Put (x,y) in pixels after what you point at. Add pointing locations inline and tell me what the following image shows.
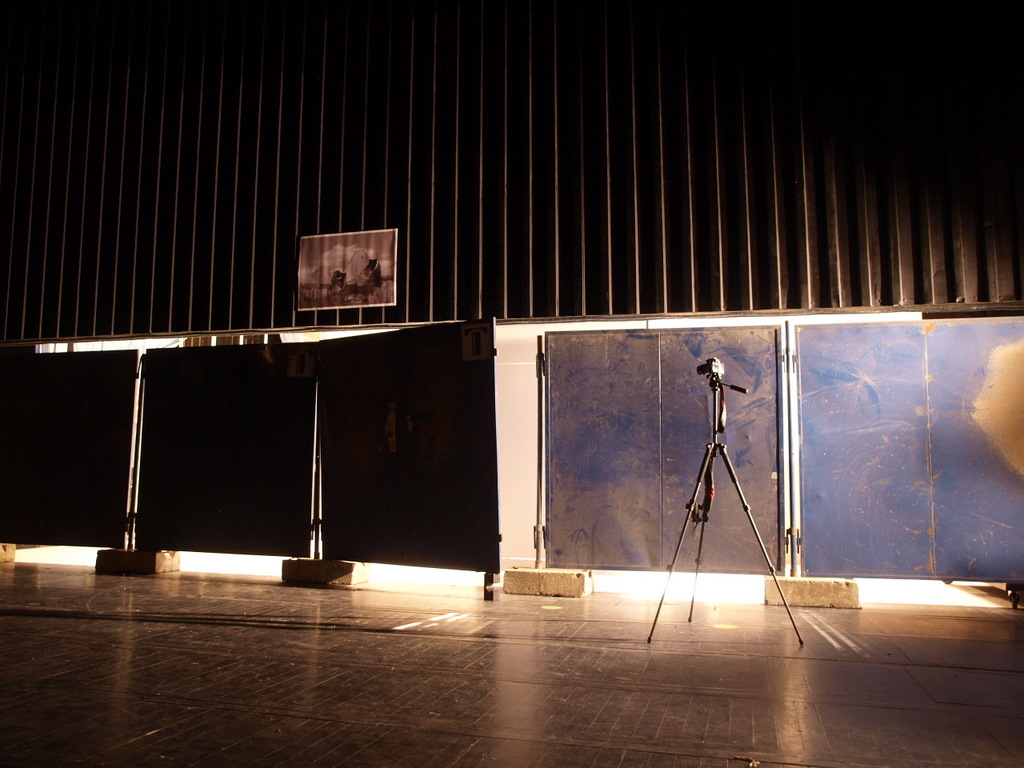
In this picture it looks like a hall (903,747) and I can see a poster (314,287) and few metal sheets (598,383) and I can see a video camera (714,366) to the stand (711,388).
